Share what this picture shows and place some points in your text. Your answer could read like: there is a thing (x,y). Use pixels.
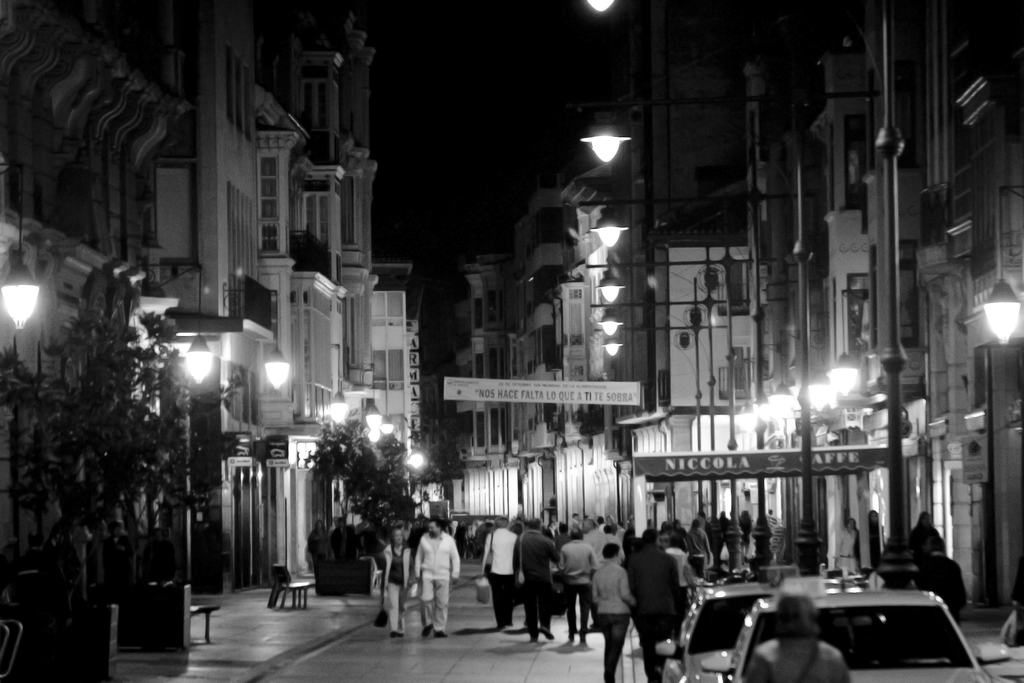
This is a black and white picture with many people (606,641) walking on the path (468,629) with buildings (769,381) on either side of it with trees (438,464) and street lights (272,370) in front of it.
